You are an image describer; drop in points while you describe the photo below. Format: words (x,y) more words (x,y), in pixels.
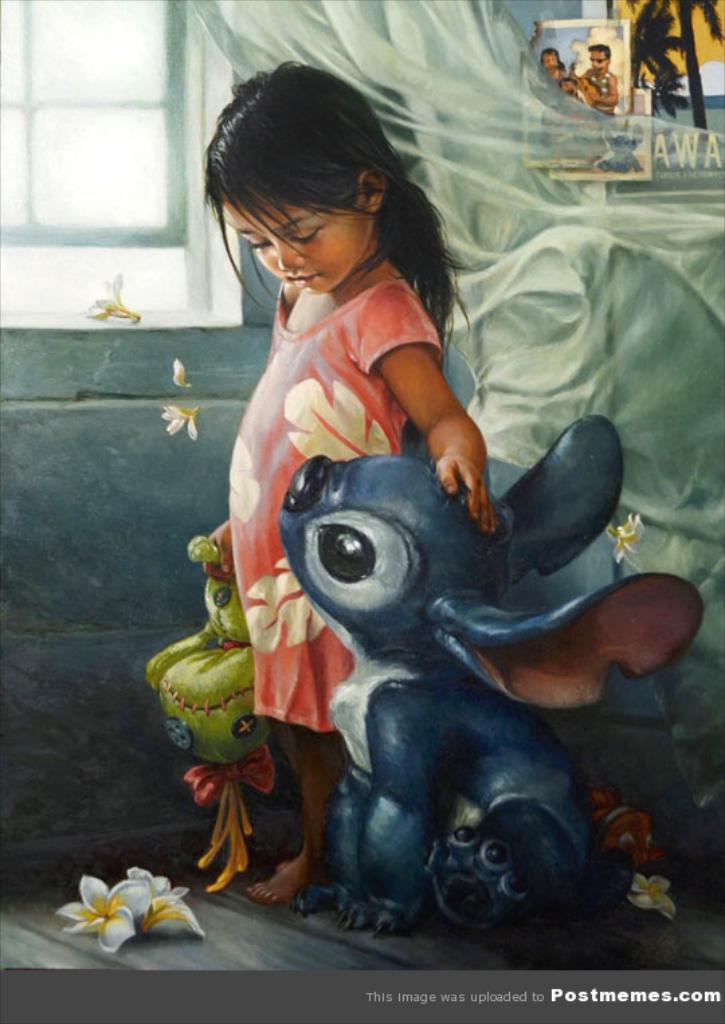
In the image we can see there is a painting (301,473) of a girl (288,886) standing and holding toy (233,665) in her hand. Beside her there is an animal (473,599) sitting and there are flowers (148,903) on the floor (120,967). Behind there are photo frames (617,65) on the wall (34,441).
